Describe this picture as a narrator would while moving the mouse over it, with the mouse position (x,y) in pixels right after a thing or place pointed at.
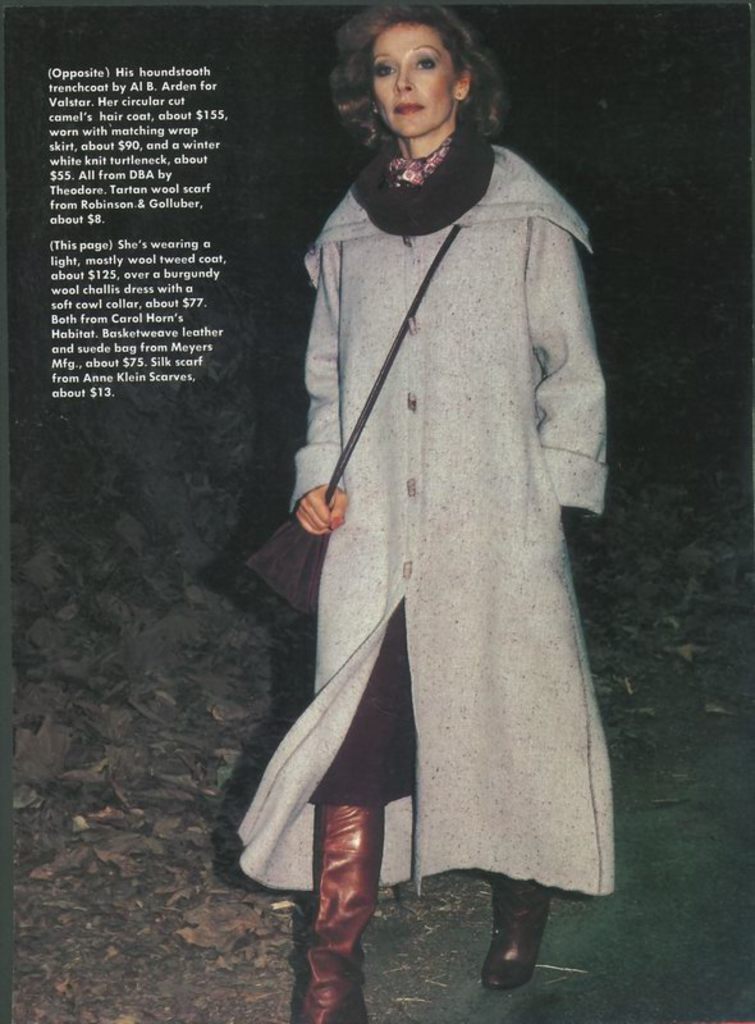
In this picture there is a woman (354,876) with grey color coat (434,292) is walking. At the back (740,185) there might be trees (636,193). At the bottom (248,688) there are dried leaves (29,953) on the road (728,741). On the left side of the image (117,160) there is text (155,174).
